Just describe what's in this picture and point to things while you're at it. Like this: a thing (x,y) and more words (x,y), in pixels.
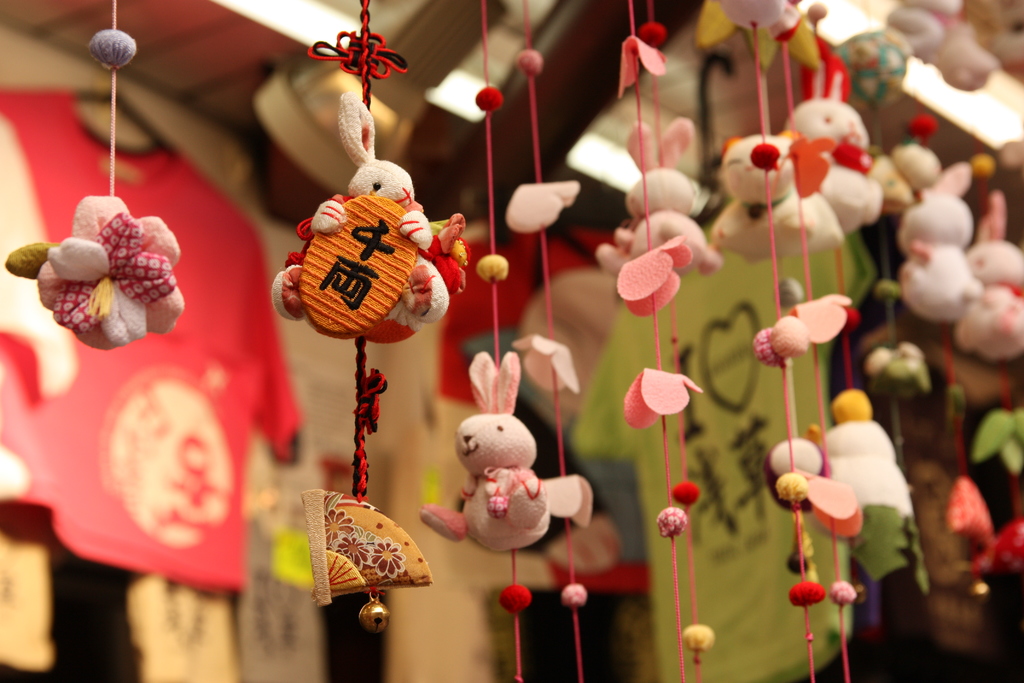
In this picture, we see many toys (336,504) hanged with the threads (564,519). Behind that, we see T-shirts (163,439) in red and green color. This picture might be clicked in the shop (429,438). In the background (628,508), it is blurred.
